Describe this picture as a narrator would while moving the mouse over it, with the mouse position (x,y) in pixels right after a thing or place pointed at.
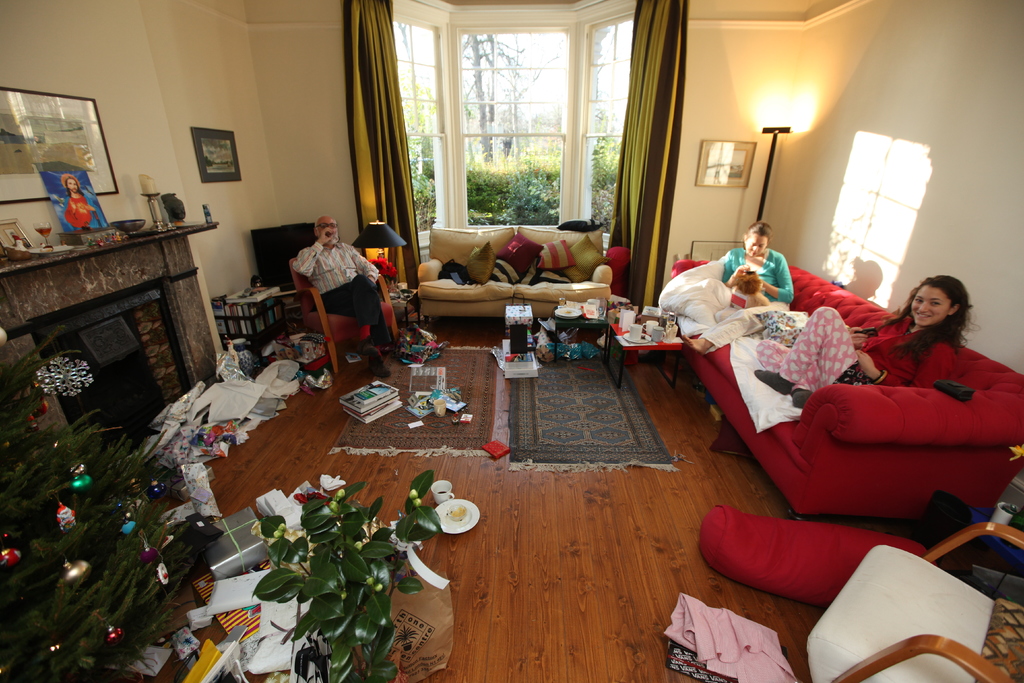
The picture shows an inner view of a house (136,428) we see three people (733,258) seated and we see a plant (329,510) and a photo frame (226,133) on the wall (144,100).
